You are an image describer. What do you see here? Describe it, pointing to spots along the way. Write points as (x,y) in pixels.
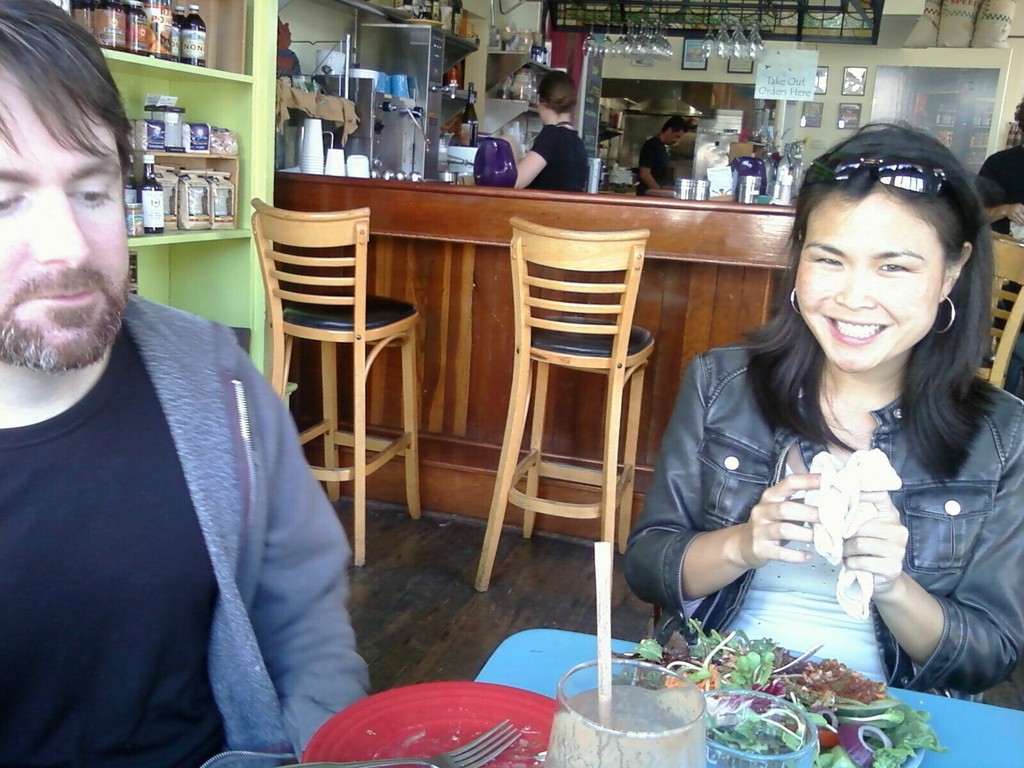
This picture describes about group of people (824,308) some people (803,247) are seated on the chairs (551,335) and some are standing, in front of the seated people (765,518) we can see food (778,677), glasses (582,730), plate (538,708) on the table (952,711). and also we can see machinery's (380,66), bottles (167,13) in the background (117,29).
